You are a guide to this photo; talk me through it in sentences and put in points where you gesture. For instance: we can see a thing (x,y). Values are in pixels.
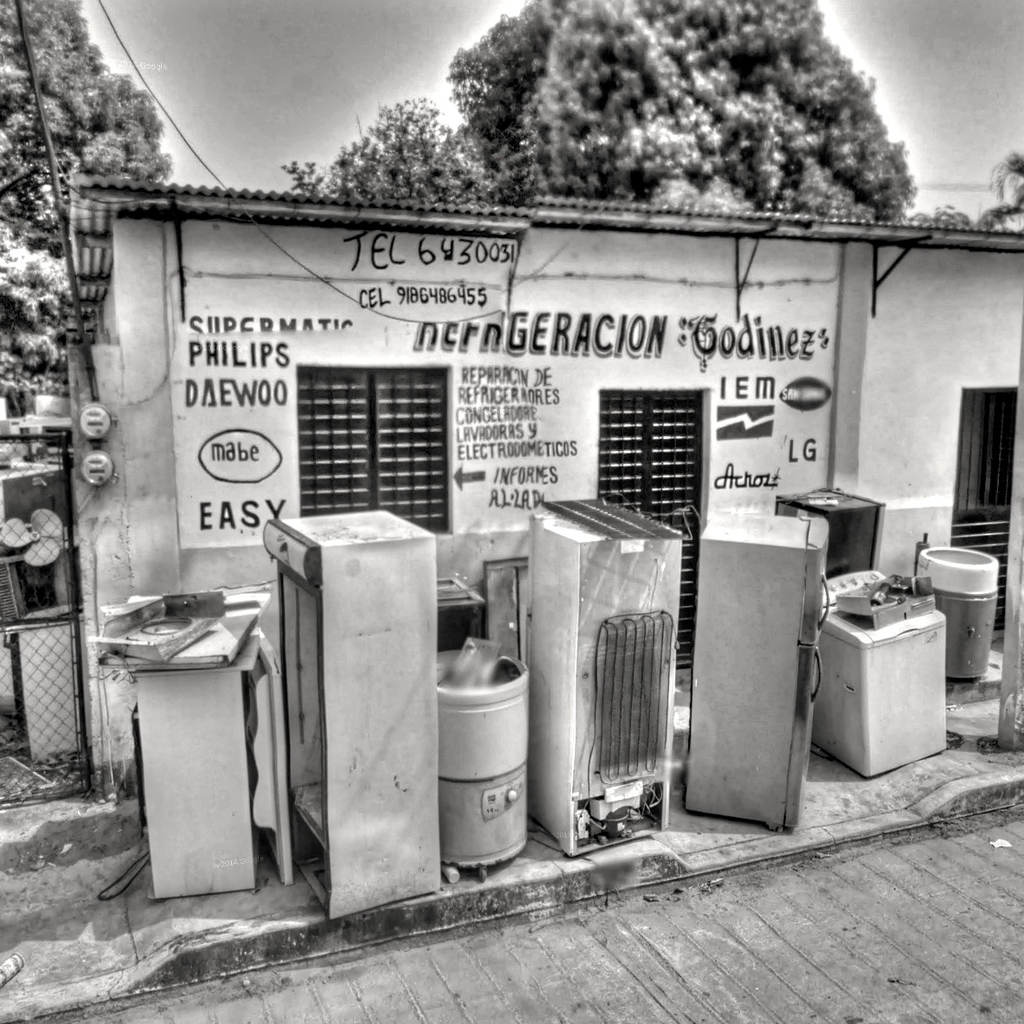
This is a black and white image and here we can see a fridge (533,659), washing machine (914,653), rack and some containers (960,618). In the background (331,406), there is a shed (290,406) and we can see some other objects (39,532) and there are trees (460,184) and ropes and we can see some text (466,337) written on the wall (519,553). At the bottom (620,928), there is road (665,933) and at the top (262,70), there is sky (275,70).
